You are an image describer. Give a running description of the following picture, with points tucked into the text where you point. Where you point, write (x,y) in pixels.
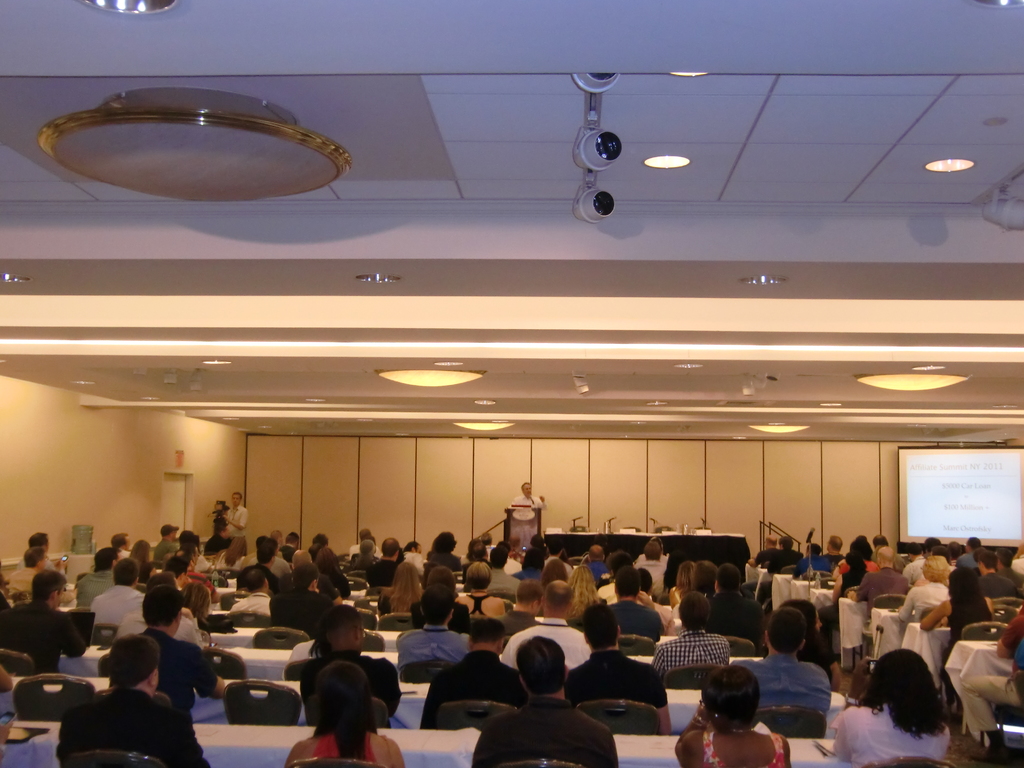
In this image we can see a group of people (469,663) sitting on chairs (811,720). In the center of the image (536,499) we can see a person (538,501) standing behind a podium (532,522), we can also see microphones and some objects (666,531) placed on the table (705,554). On the left side of the image (240,519) we can see a person (241,516) holding camera (224,519). On the right side of the image (944,528) we can see a screen (935,516) with some text (980,506). In the background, we can see some lights (608,198) on the roof (545,186).
